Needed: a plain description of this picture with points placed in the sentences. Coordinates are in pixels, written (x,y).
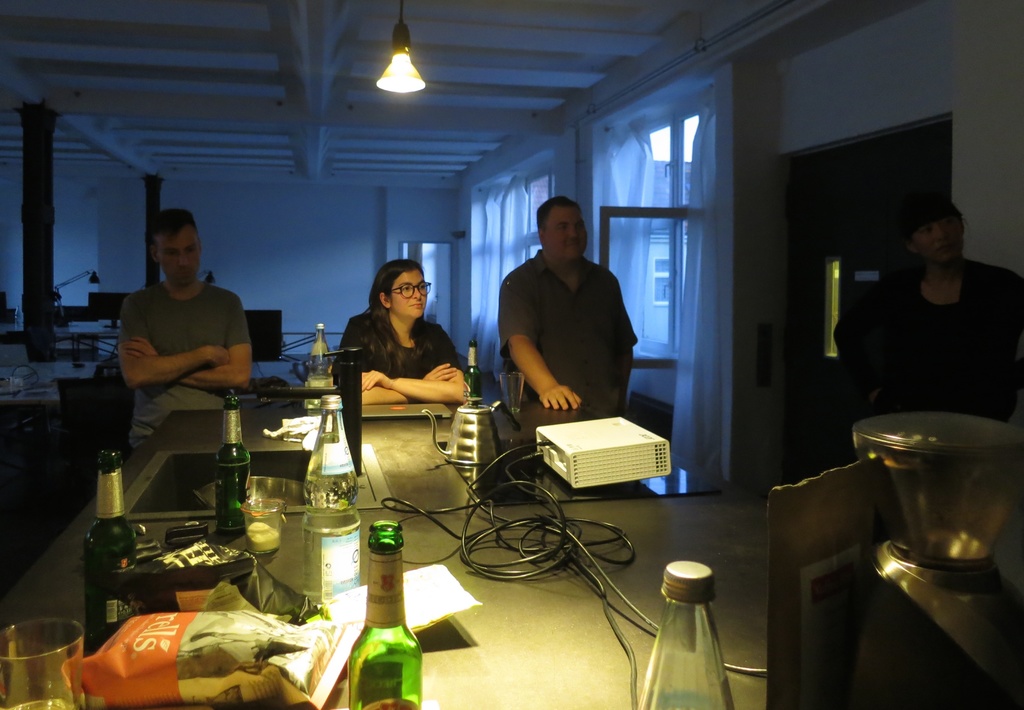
In this Image I see 2 men (239,343) and 2 women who are standing, I can also see there is a table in front of them on which there are bottles (324,589), glasses (11,709), an electronic device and other things (155,544). In the background (479,275) I see the windows (602,216), curtains (646,181), wall (575,188) and the light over here and I can also see the door (871,239).
